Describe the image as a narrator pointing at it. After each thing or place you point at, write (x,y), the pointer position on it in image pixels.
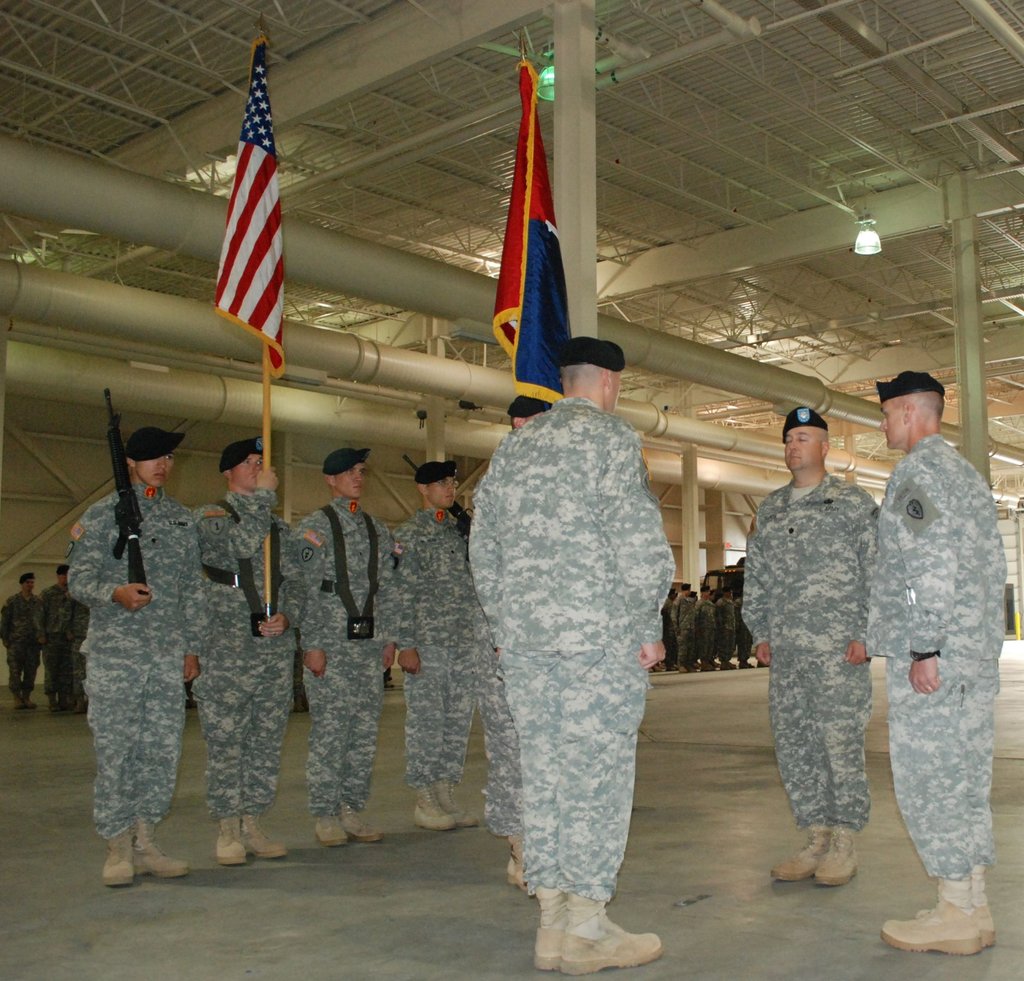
In this image we can see some people (837,524) wearing same uniform (839,541), among them two are holding the flags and behind there are some other people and some lights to the roof (199,185).
